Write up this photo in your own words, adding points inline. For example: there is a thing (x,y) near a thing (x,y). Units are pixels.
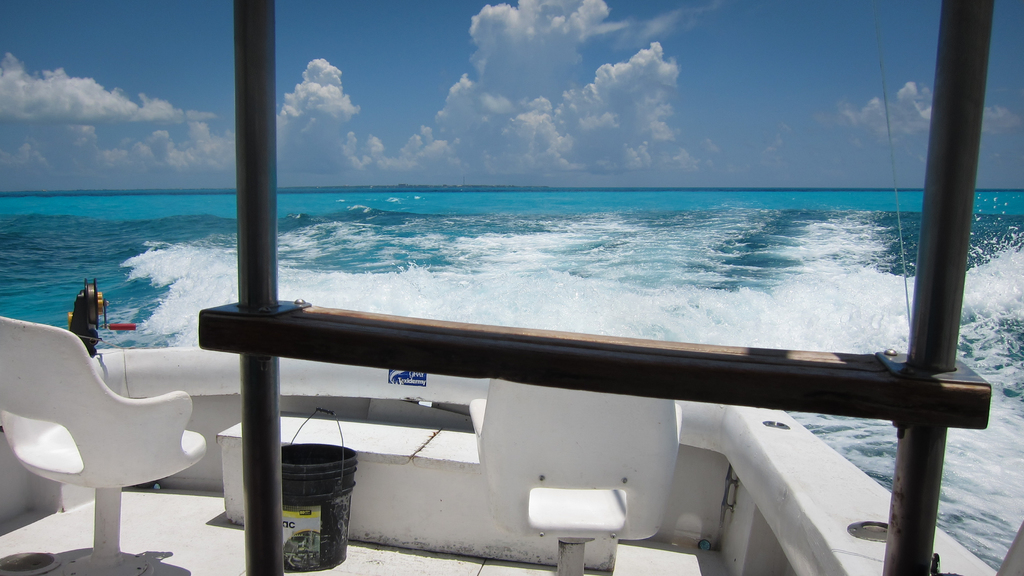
In this image, we can see a chairs (619,506), bucket (283,524), poles (248,484), sticker (398,377). Background (1005,306) we can see the sea (557,249). Top of the image (621,129), there is a cloudy sky (410,97).
